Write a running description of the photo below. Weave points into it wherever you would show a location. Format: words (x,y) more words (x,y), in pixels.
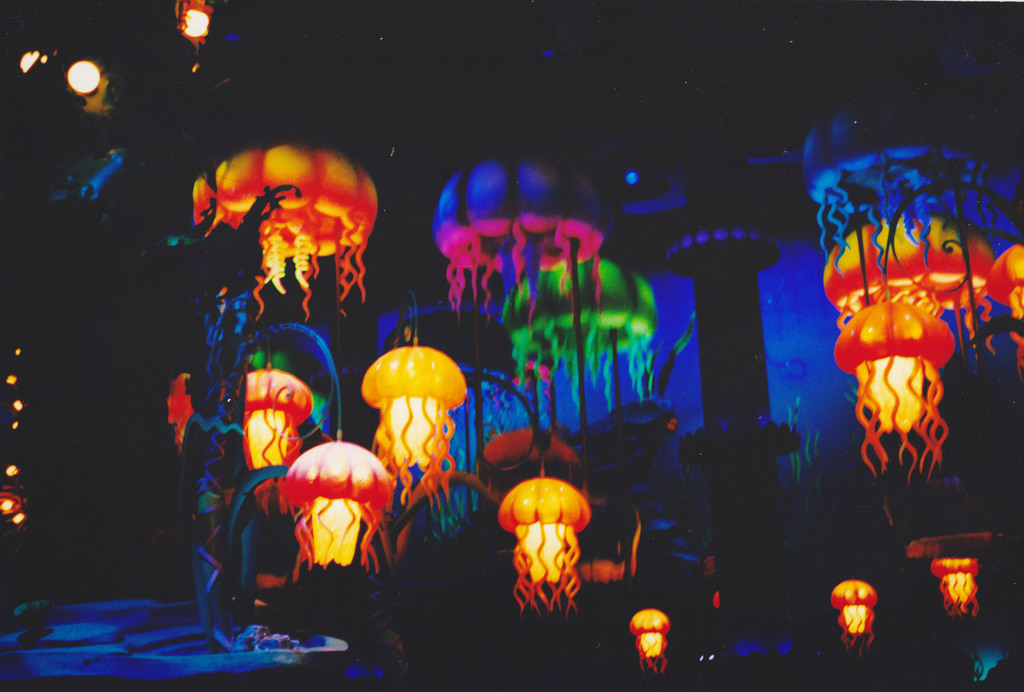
In this image we can see jellyfish lights (899,371).
